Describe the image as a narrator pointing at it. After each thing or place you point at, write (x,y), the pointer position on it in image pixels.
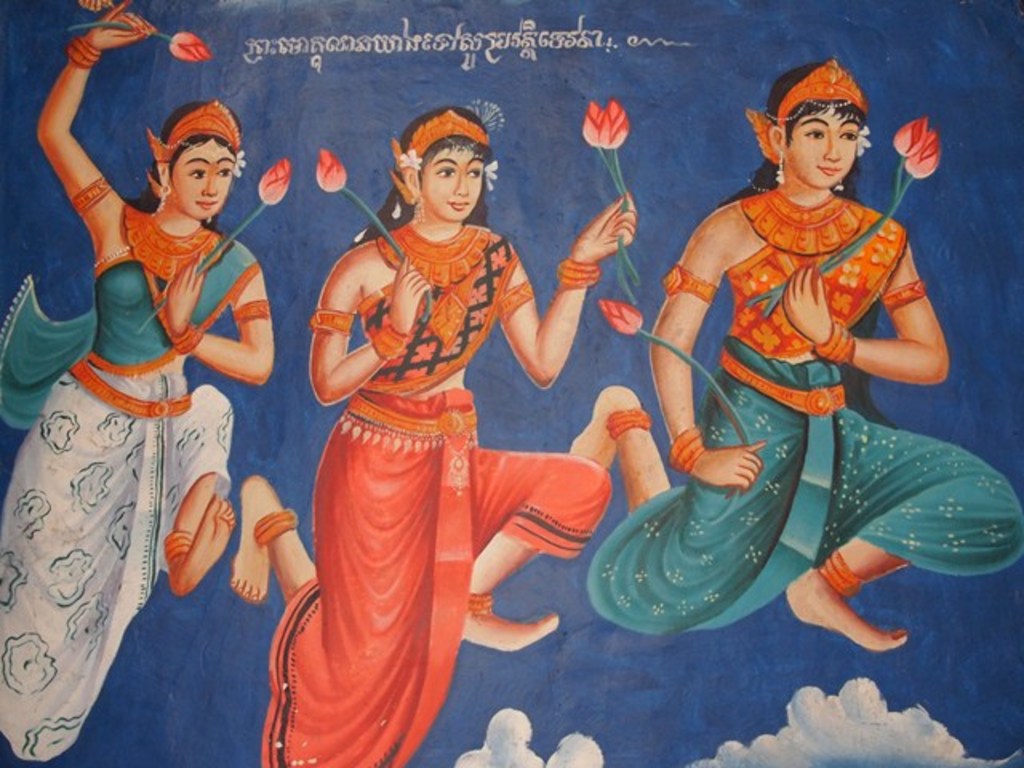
In this picture we can see few paintings (537,387).
